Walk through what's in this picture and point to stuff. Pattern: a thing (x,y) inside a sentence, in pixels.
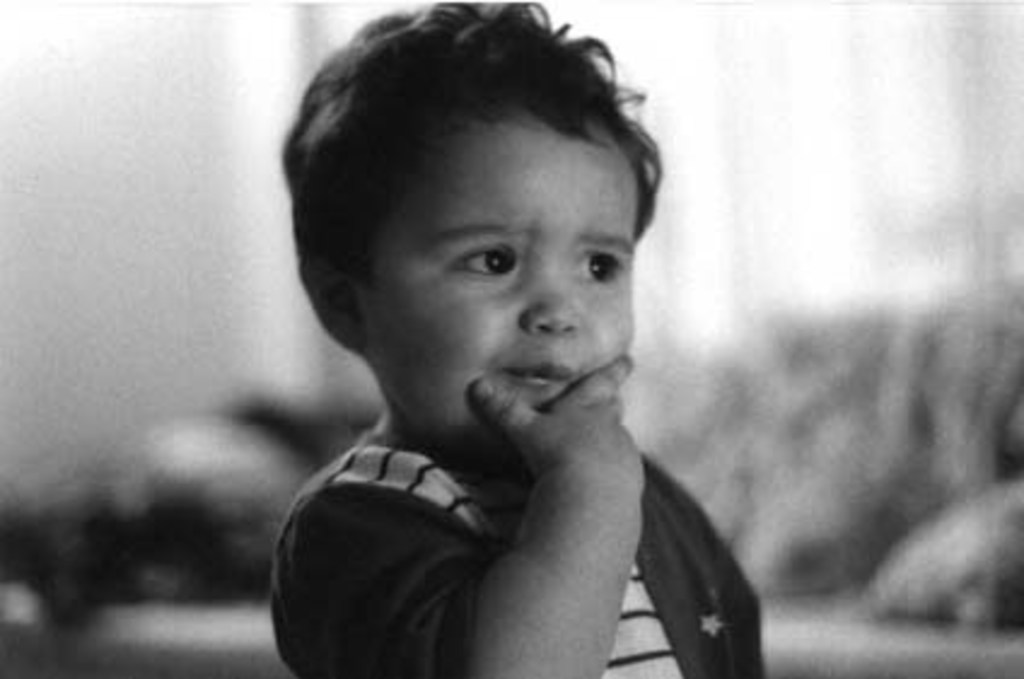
This is a black and white image. I can see a boy (598,647). He wore a T-shirt (650,599). The background (835,419) looks blurry.
